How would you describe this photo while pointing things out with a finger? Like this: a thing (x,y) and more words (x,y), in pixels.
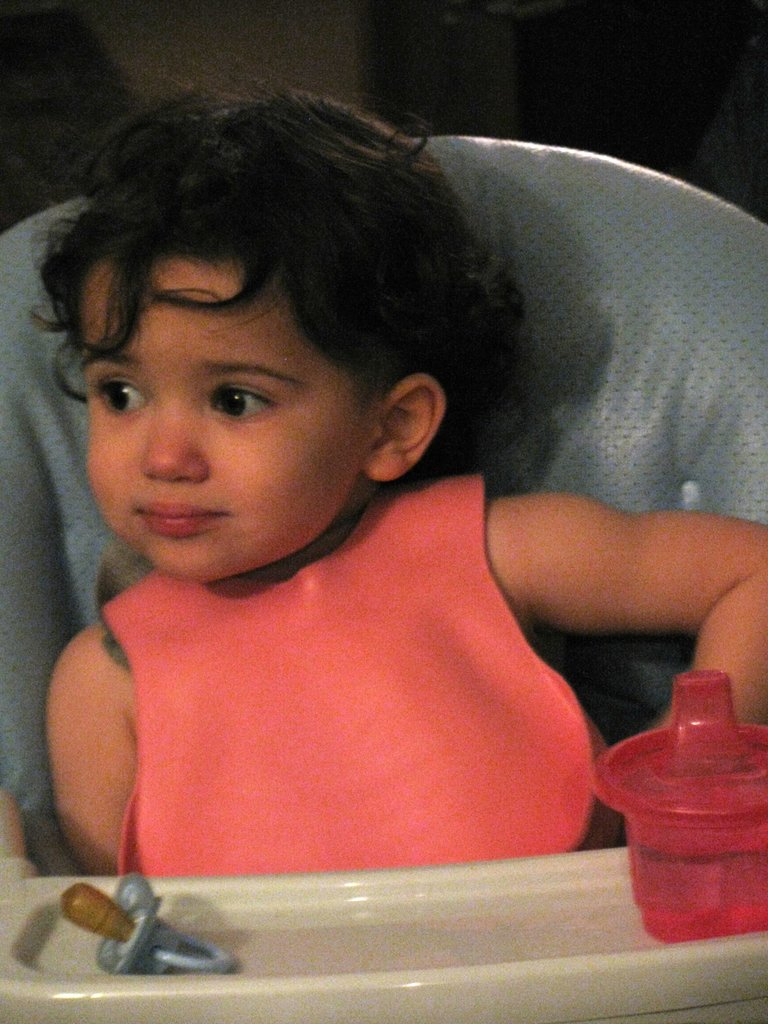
In this image we can see the girl (356,497) sitting on the chair (647,395) and we can also see the red color object (683,854) and also blue color object (152,943) on the white surface (391,924). In the background (342,91), we can see the black color curtain (664,83).
